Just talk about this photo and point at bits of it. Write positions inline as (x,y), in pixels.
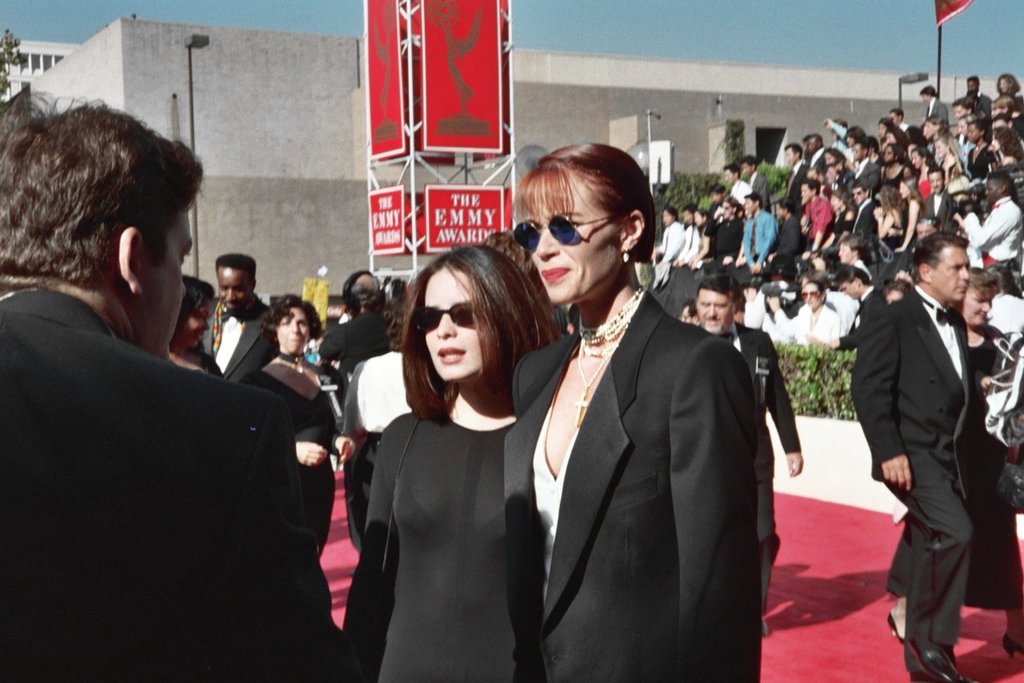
Here we can see group of people (985,483). There are plants (695,189), poles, boards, and buildings (619,97). In the background (1000,29) there is sky (655,54).
